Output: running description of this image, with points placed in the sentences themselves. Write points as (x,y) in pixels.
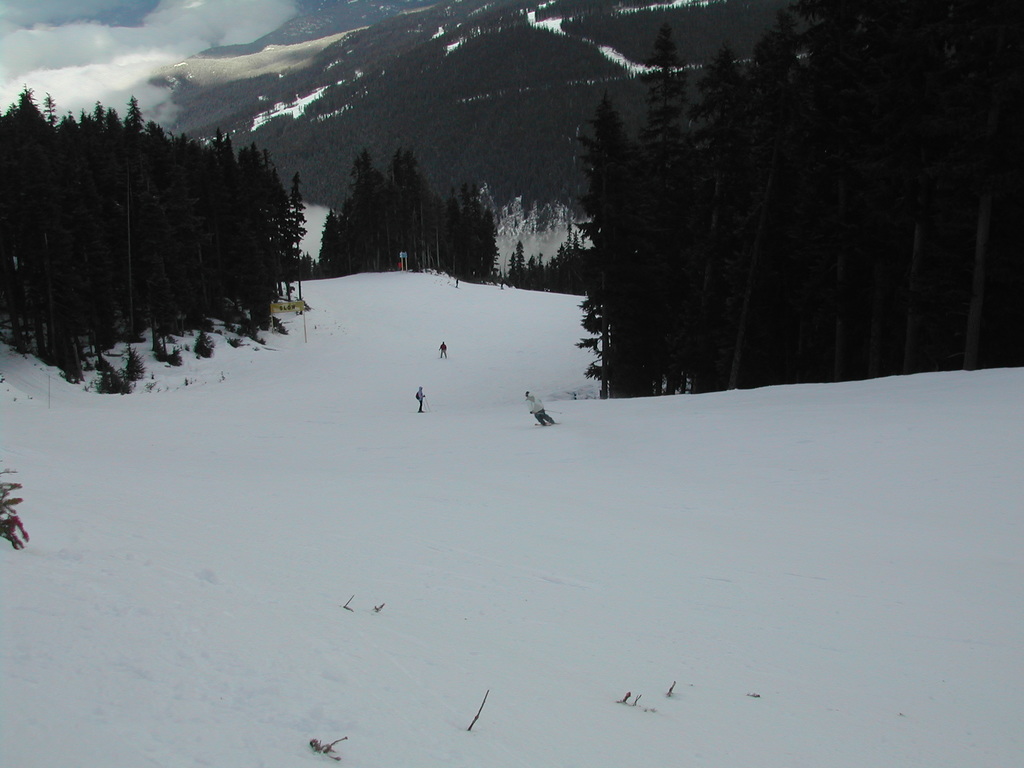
In this image, we can see persons (419,400) skiing in snow (513,523). There are some trees (327,262) in the middle of the image (590,312). There are mountains (562,29) at the top of the image (469,29).
